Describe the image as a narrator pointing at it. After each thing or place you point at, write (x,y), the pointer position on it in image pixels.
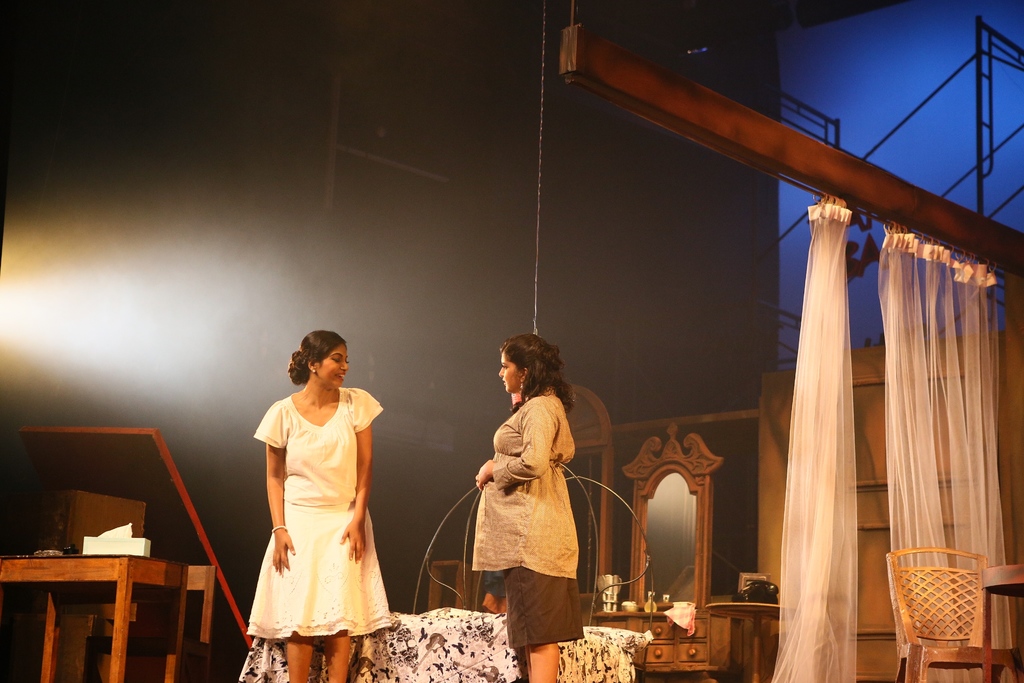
In this picture we can see two women's (539,595) are standing and talking with each other back of them there is a bed (501,645) covered with white color cloth (451,644) in the left side (97,589) we can see a table (104,572) some tissues (131,546) are been placed and the right side (700,596) we can see dressing table (689,653) and one chair (939,597) and some cloths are being hanged.
